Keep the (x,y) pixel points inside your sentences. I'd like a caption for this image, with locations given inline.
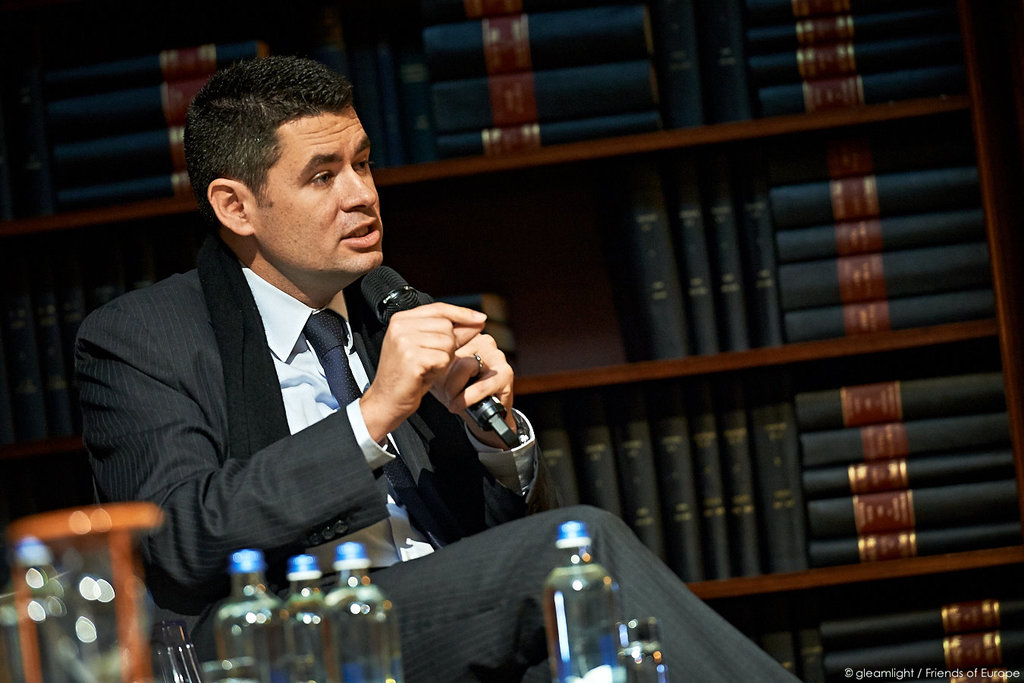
In this image we can see a man (415,536) is sitting. He is wearing a black color suit (196,331) with white shirt (291,322) and holding the mic (503,434) in his hand (445,398). Behind the man (264,103), we can see so many books (717,315) are arranged on rack (835,614). There are bottles (591,671) and glass (622,657) at the bottom of the image (177,651).
